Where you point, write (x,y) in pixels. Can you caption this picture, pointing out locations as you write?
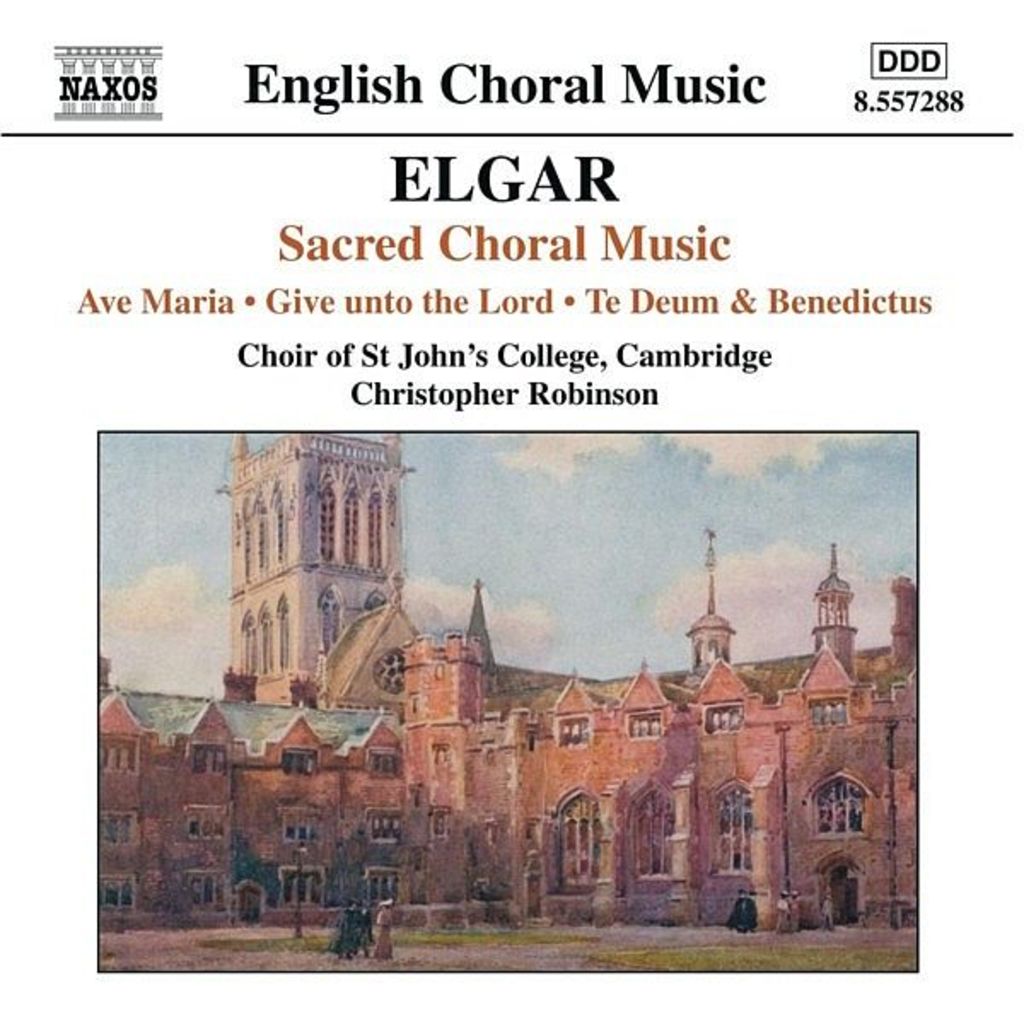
In this image we can see a poster (604,549). There is some text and a drawing (543,760) on a poster (541,737). There is a building (836,881) in the image. There are few people (344,928) in the image. There are two poles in the image. There is a blue and a slightly cloudy sky (621,522) in the image. There are few plants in the image.
